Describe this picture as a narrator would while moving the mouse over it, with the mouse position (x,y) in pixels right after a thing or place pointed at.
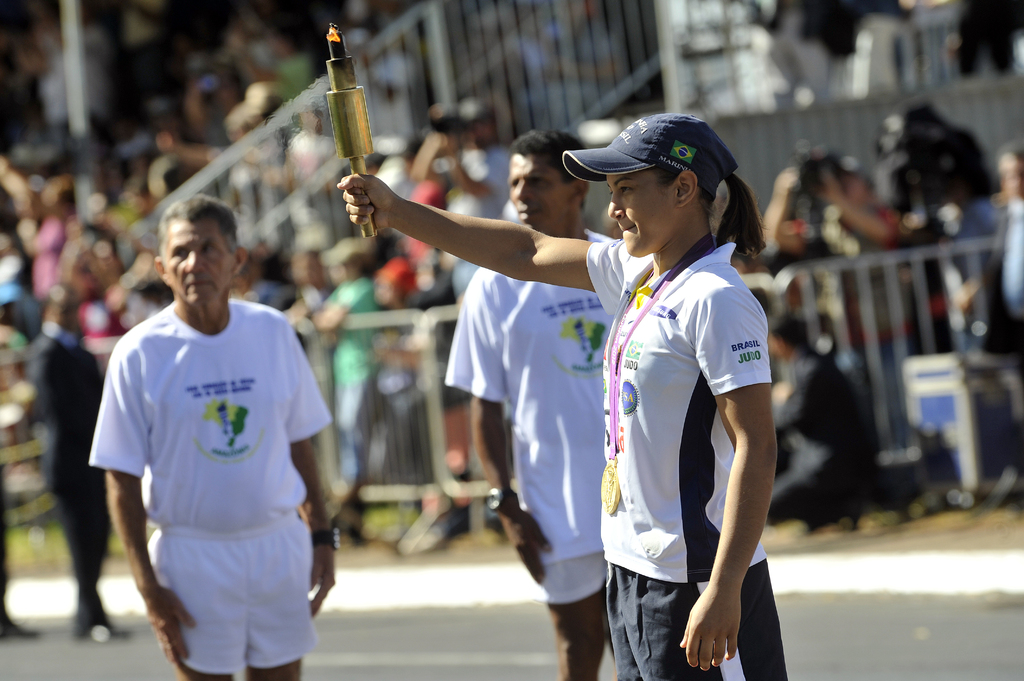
In this image we can see some people (410,281) and one among them is holding an object (362,86) which looks like a torch (337,68) and in the background (317,76), the image is blurred.
